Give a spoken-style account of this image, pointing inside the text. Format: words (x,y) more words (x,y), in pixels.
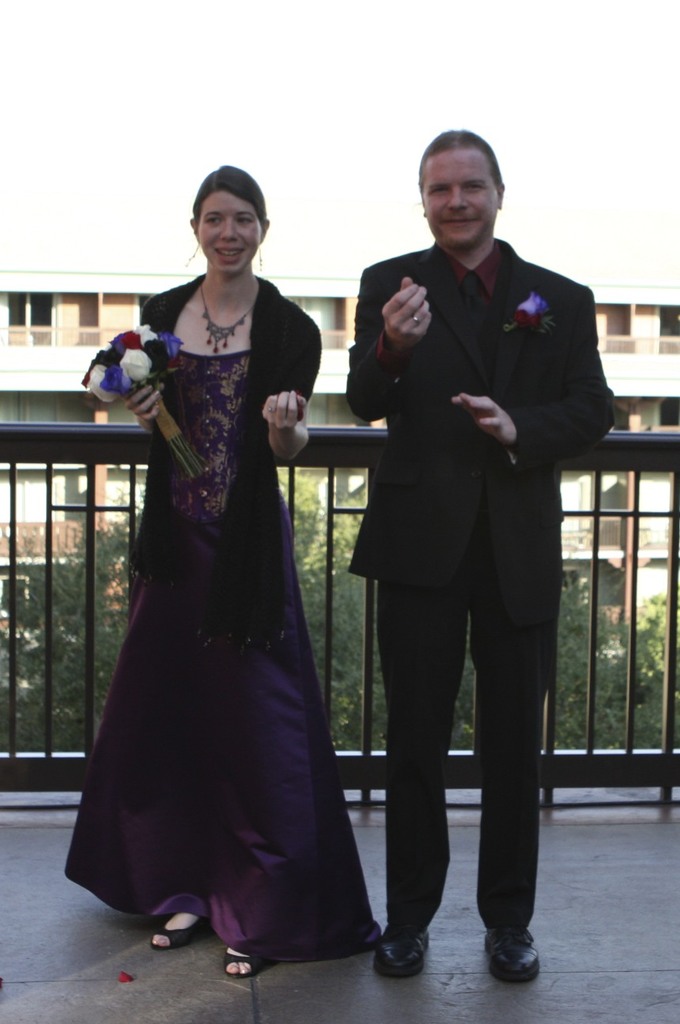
In this picture we can see a man (396,583) and a woman (257,562) standing, this woman (210,483) is holding flowers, in the background (328,323) there is a building (326,314), we can see trees (576,634) here.
